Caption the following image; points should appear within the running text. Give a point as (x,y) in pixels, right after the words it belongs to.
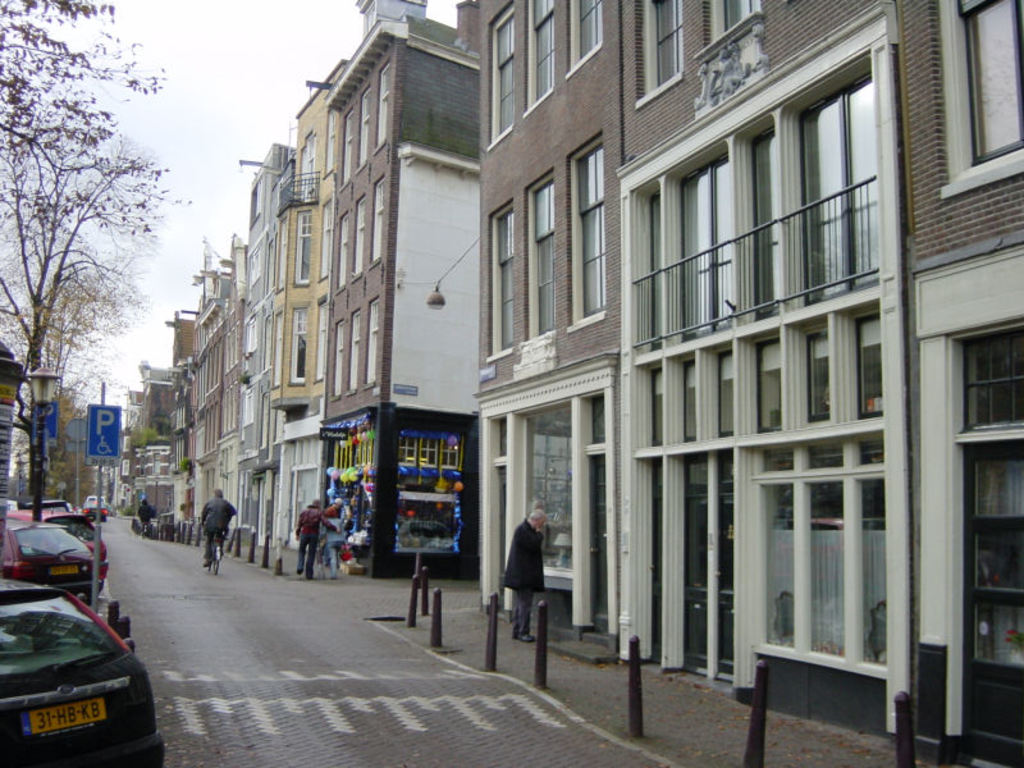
It is a street (177,594) and there are few stores (284,470) beside the footpath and above the stores (356,504) there are big buildings (749,16), to the left side of the footpath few cars (58,526) are parked and in between the cars (45,529) there are some trees (43,344) and street lights (40,449).
